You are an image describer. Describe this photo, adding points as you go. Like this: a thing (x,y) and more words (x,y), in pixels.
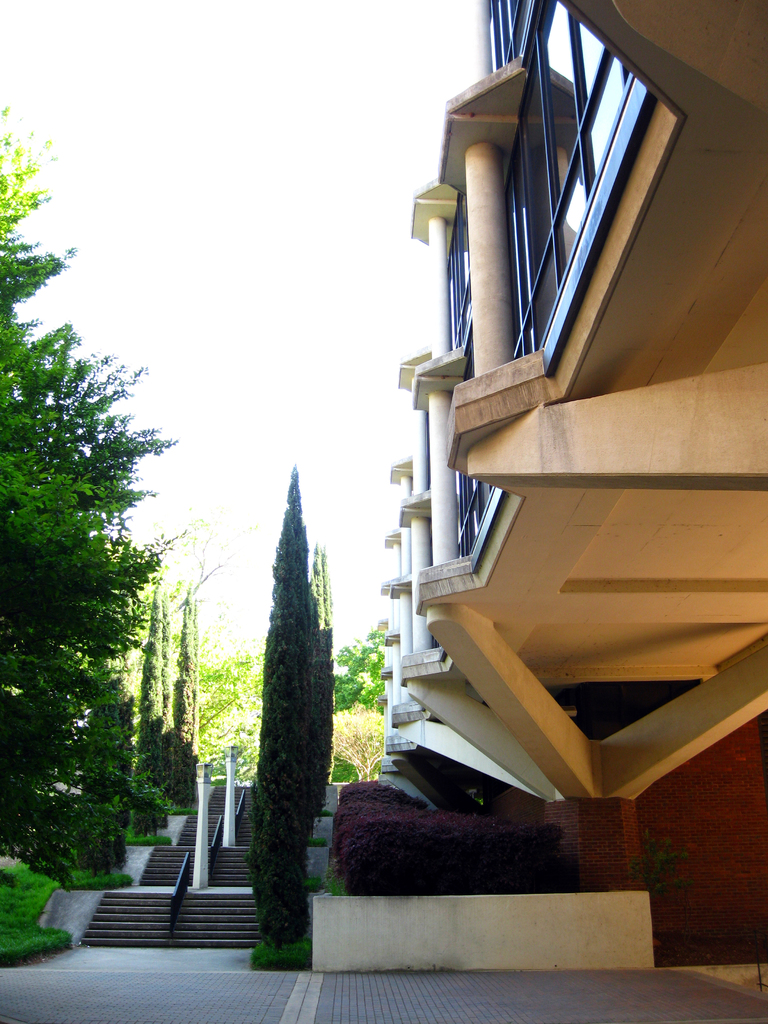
In this image there is a concrete building (604,412) on the right side (618,355). To the building (578,222) there are glass windows (525,192). On the left side (47,517) there are trees (31,566). At the top (257,168) there is the sky (265,154). In the middle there are steps (241,866). In between the steps (216,881) there are railings (184,887).
